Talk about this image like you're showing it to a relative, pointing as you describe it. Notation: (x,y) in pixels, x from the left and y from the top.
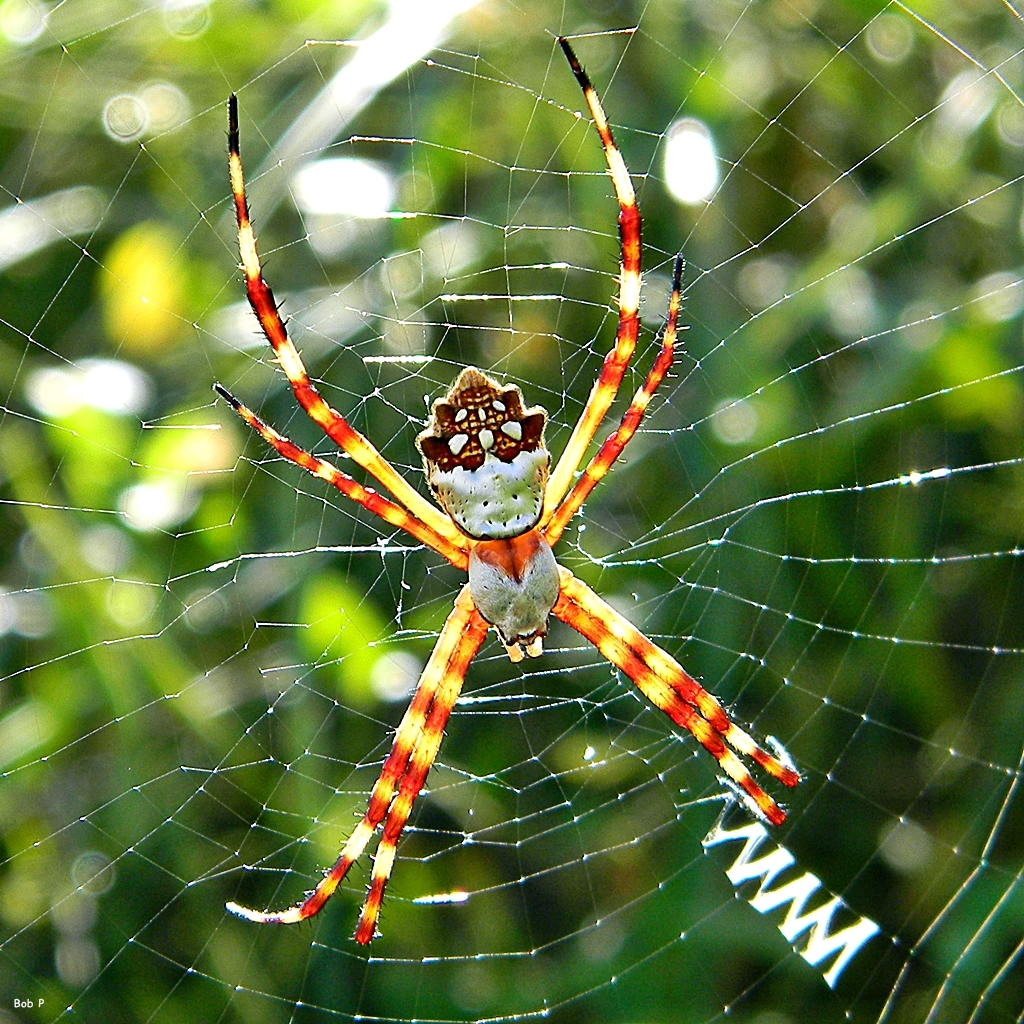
In this picture we can see a spider web (722,542) and a spider (536,444).
